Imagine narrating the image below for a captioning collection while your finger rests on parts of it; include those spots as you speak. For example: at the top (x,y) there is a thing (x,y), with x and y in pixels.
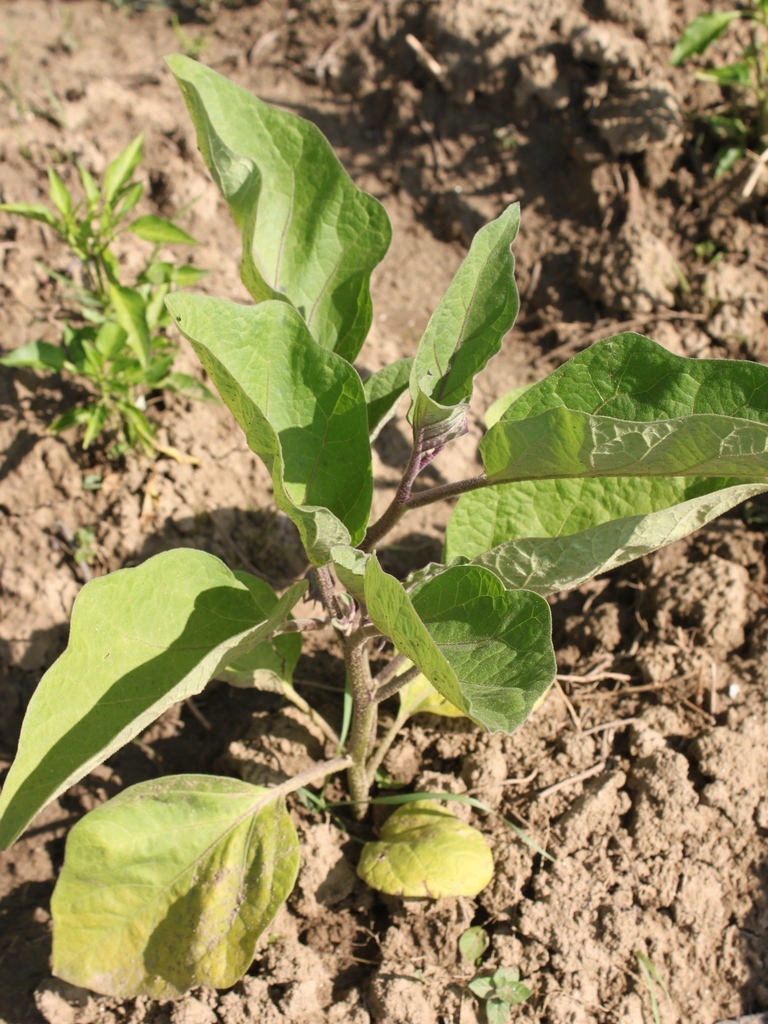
In this picture we can see plants (394,368), at the bottom (567,827) there is soil (637,806).
